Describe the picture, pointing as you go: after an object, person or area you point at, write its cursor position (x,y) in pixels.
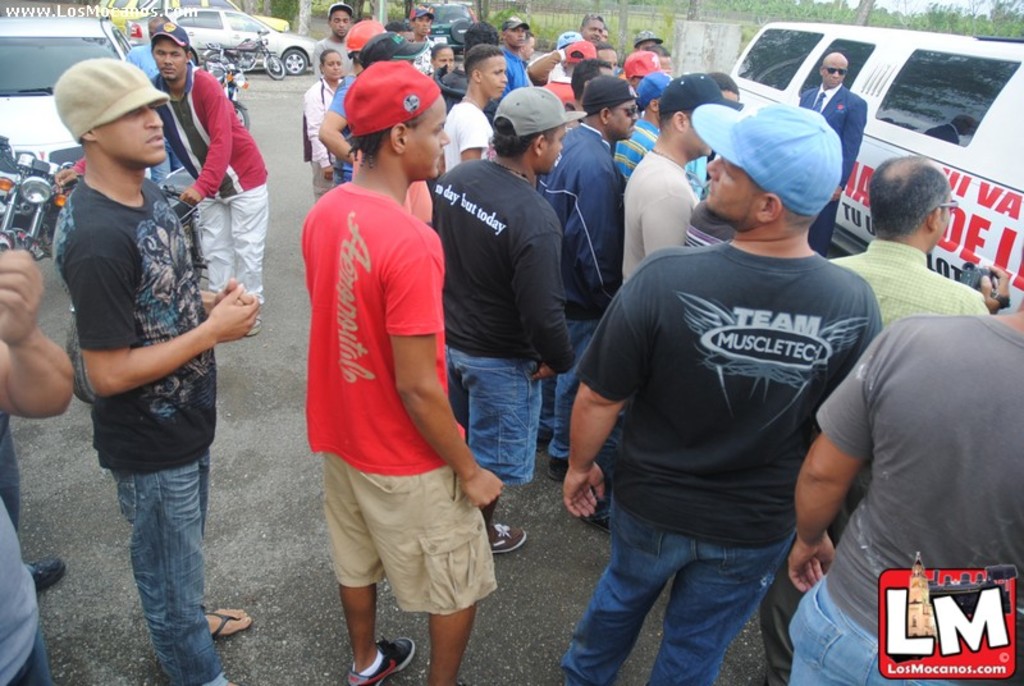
In this image I can see group of people (632,191) standing and wearing different color dress (608,194). Back I can see few vehicles (67,34), trees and fencing (629,42).
